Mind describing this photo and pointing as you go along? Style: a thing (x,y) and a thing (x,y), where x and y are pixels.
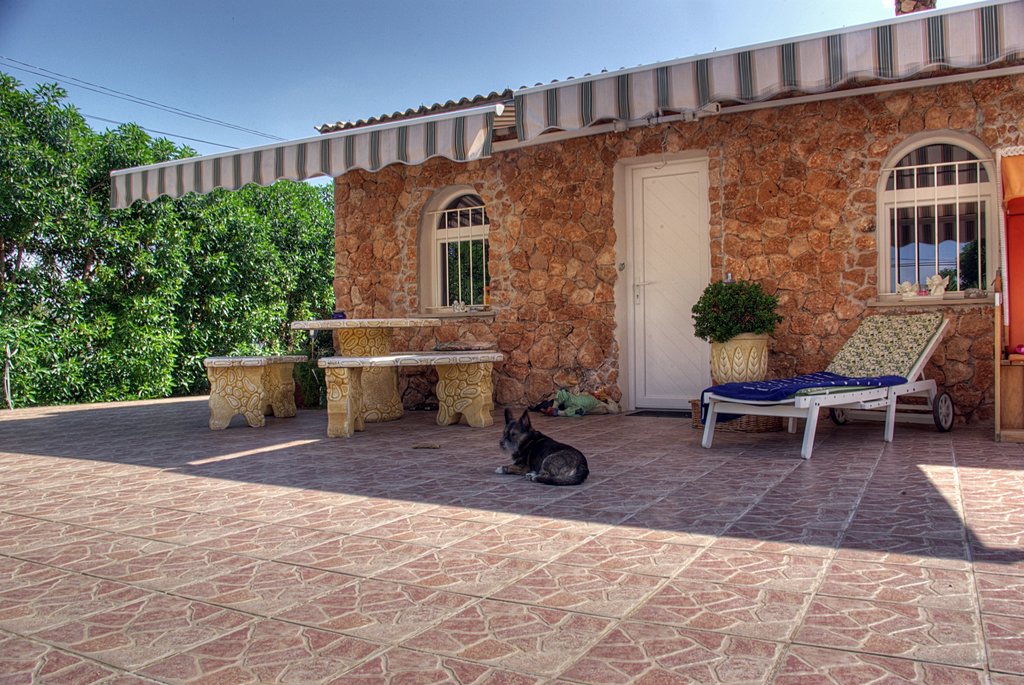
In this picture I can see a house (850,192) and couple of benches (463,366) and a table (373,341) and I can see a chair (833,359) and a plant (757,326) in the pot (747,344) and I can see a dog (581,461) and few trees (214,247) and a blue sky (454,58).
